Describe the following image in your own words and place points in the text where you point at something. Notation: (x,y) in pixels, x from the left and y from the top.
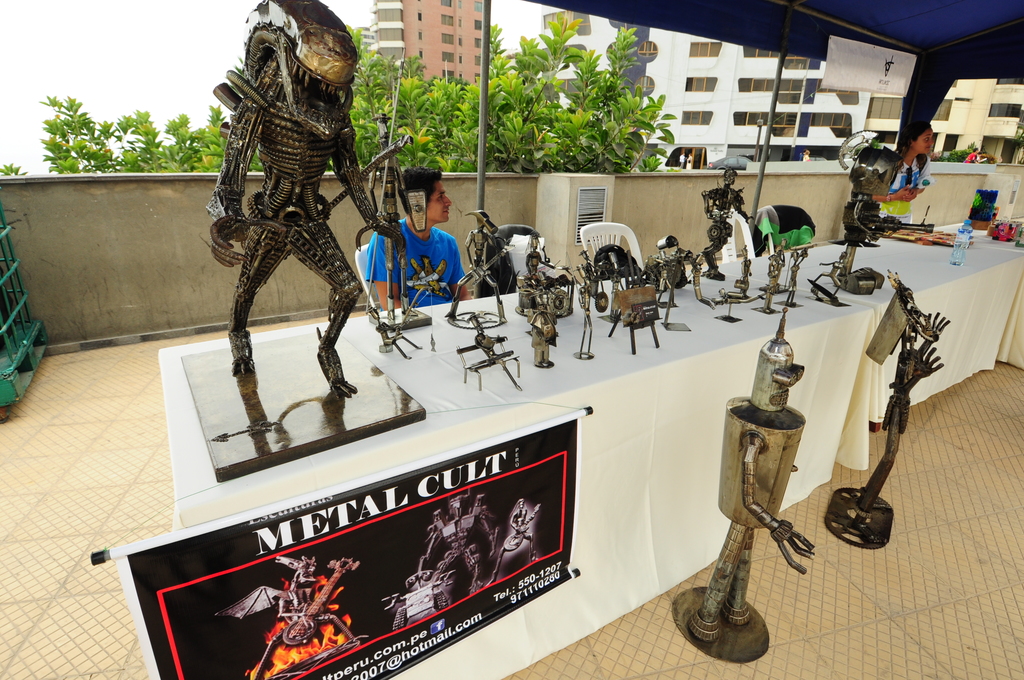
In the center of the image (624,384) we can see a table (651,388) is there. On the table (556,365) we can see metal cults (643,282), bottle (955,261), some objects (1010,231), cloth (590,459), board (396,479) are there. In the background of the image (438,239) we can see a person (426,257) is sitting on a chair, wall (695,206), tree (592,153), buildings (703,125), tent (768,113), rods (769,133) are there. At the bottom of the image (986,617) there is a floor (998,679). At the top of the image (214,68) there is a sky (223,59).
